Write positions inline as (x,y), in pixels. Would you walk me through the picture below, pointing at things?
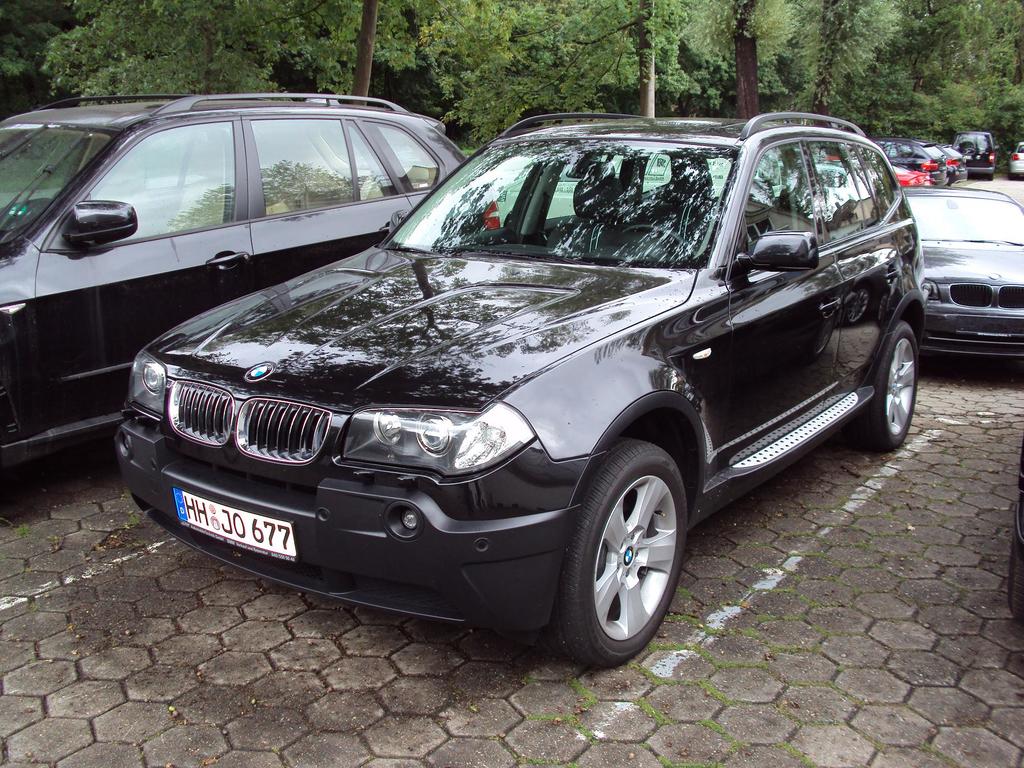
In this picture we can see trees (590,26) and cars (176,284). At the bottom portion of the picture (578,704) we can see the road (554,707).
